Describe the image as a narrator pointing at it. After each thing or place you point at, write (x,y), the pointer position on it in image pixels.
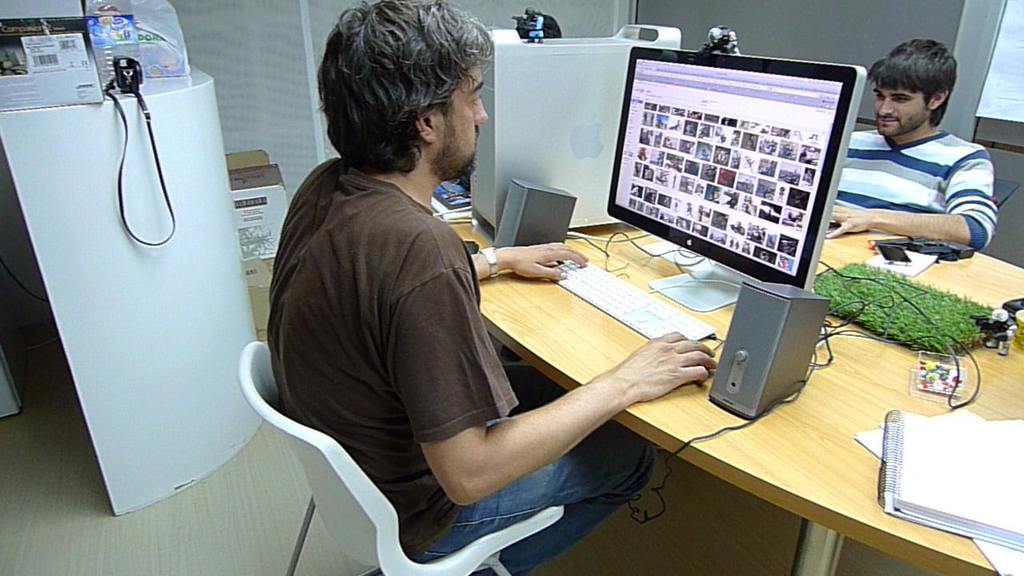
In this image, there are two persons (353,357) sitting on the chair (373,514) in front of the system (710,179). In the middle (606,365) bottom, there is a table (930,278) on which system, grass (922,318), papers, keyboard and file (941,486) is kept. In the left side of the image (119,217), there is a standing table (51,141) on which boxes (61,83) are kept. In the top middle of the image (582,72), there is a computer tower (517,32) which is white in color. In the right top of the image (1003,106), we can see a window (1005,93) which is transparent. In the background (960,109) there is a wall (188,4) made up of glass (293,107).
